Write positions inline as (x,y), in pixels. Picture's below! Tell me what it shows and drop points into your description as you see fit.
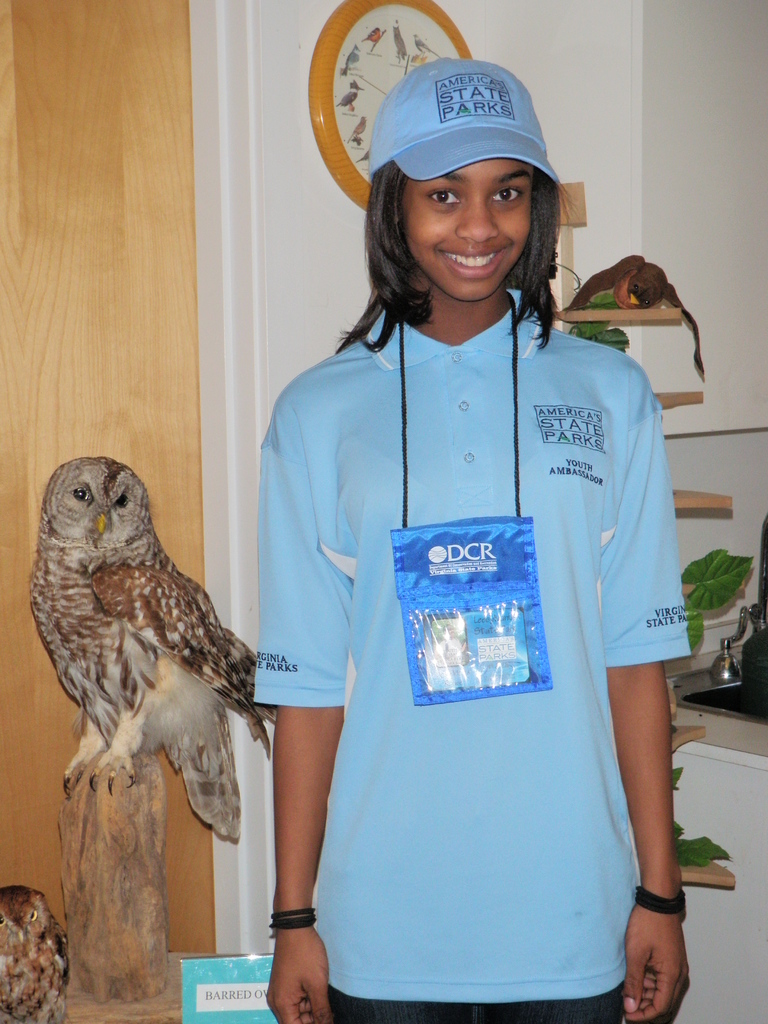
In this picture there is a girl (532,157) who is wearing cap (449,126), t-shirt (487,993), band (308,907) and trouser (367,1010). She is smiling and standing near to the door (196,372). At the top (355,100) there is a wall clock (355,100). Beside that I can see the wooden shelves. On the left (179,580) there is an owl statue (130,643) which is placed on this stick (145,955).
